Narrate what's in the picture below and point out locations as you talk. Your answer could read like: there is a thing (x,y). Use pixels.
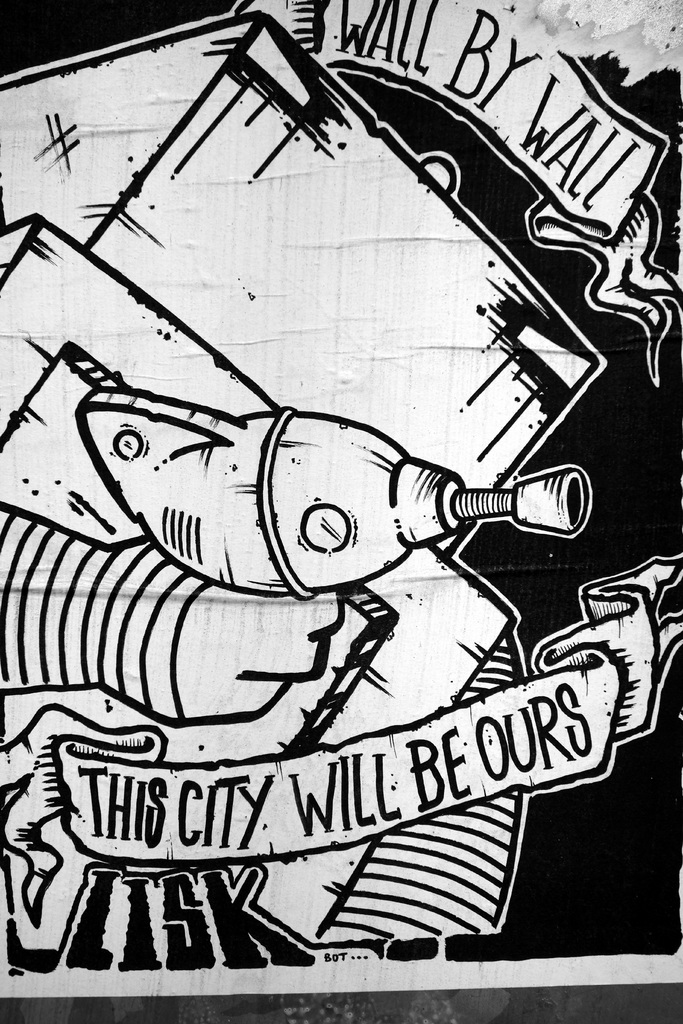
In this image we can see a sketch (288,423) in which some text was written.
